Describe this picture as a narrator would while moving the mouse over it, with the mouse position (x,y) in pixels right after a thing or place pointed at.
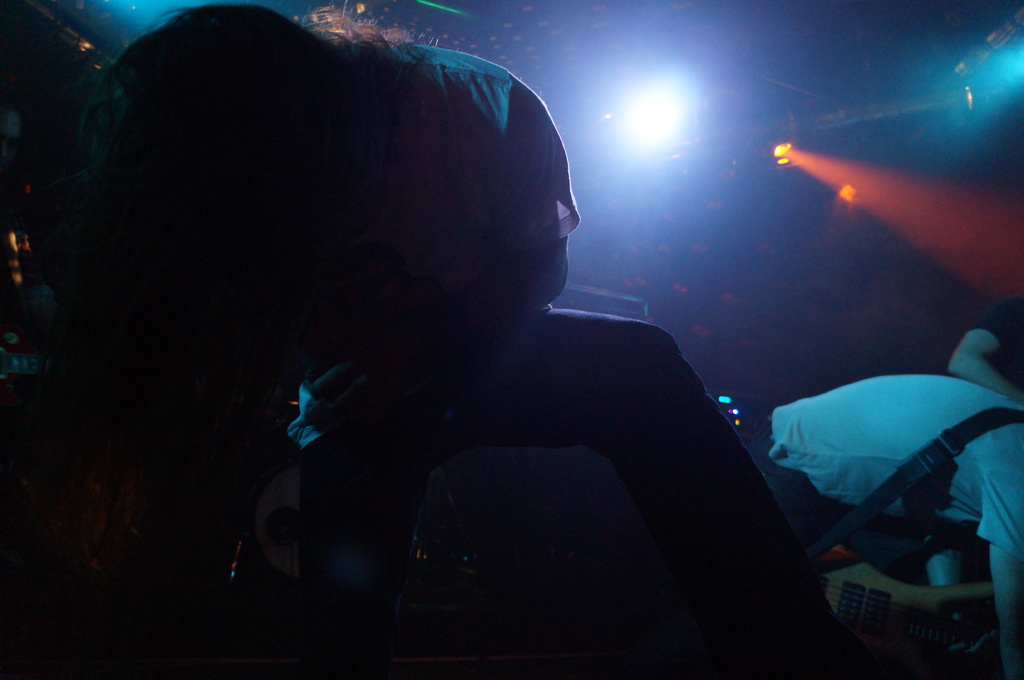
In this picture we can see some people (952,483), guitar (865,574), lights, some objects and in the background (660,51) it is dark.
